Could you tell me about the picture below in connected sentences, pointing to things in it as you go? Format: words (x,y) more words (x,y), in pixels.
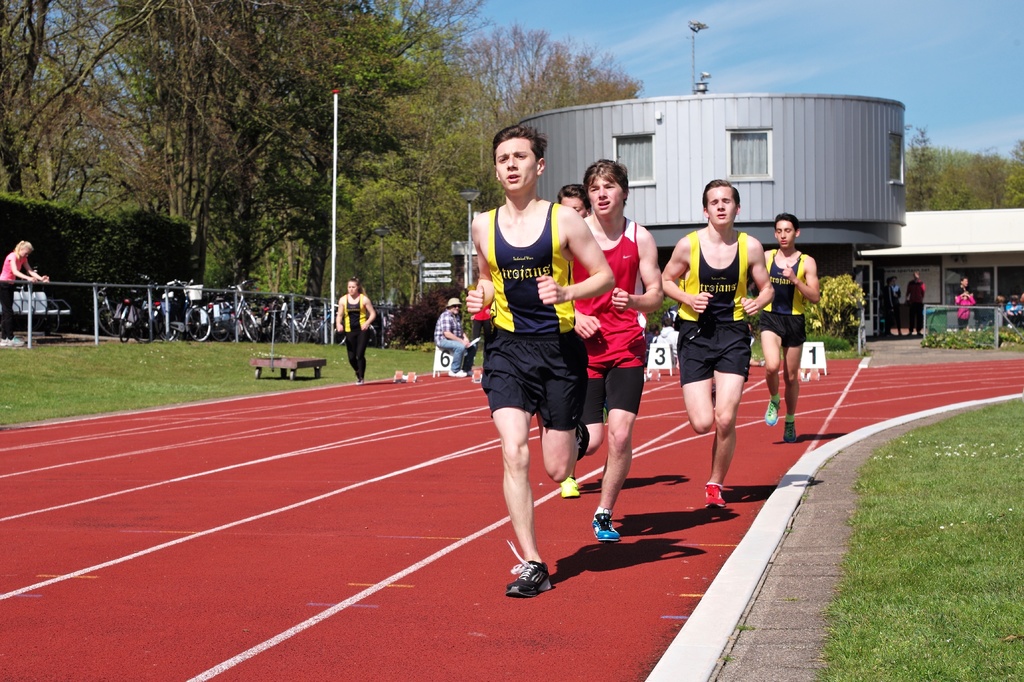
Here I can see few men (605,280) are wearing t-shirts (724,281), shorts (545,400) and running on the road (417,613). On both sides of the road (375,635) I can see the green color grass (945,519). On the left side (21,267) two women (32,275) are standing and a man (441,323) is sitting on a bench (441,357) and I can see few vehicles (191,300) on the road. On the right side (923,297) there are few people (893,313) standing and looking at this men (591,308). In the background (776,159) there is a building (720,149) and some trees (268,92). On the top of the image (840,58) I can see the sky (826,55).
